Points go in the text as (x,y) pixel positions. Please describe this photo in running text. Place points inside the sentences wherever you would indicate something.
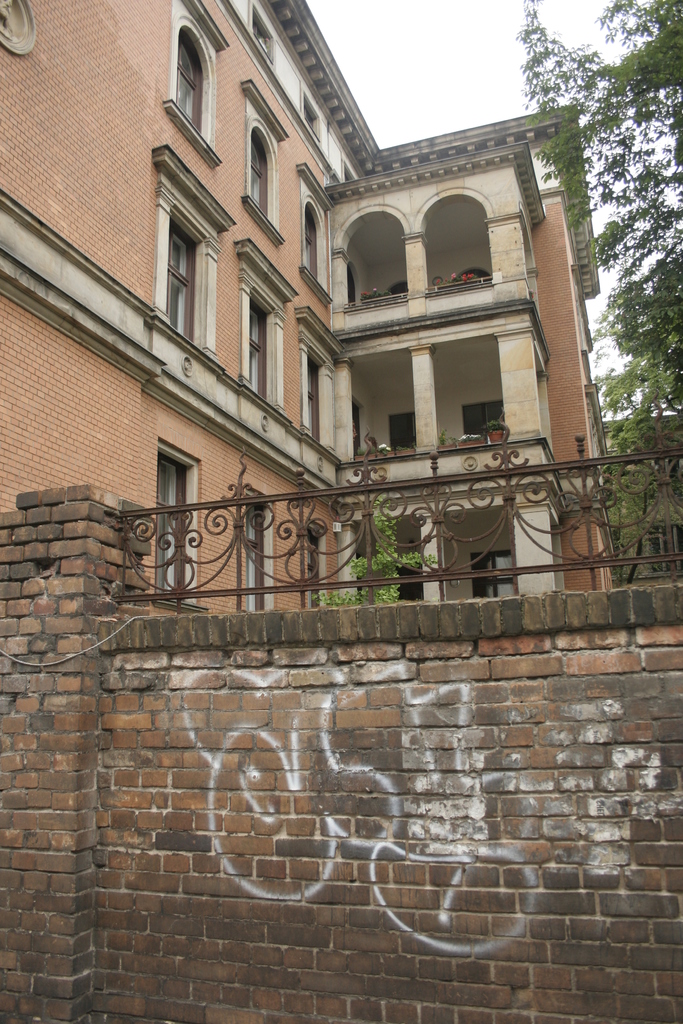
In front of the picture, we see a railing (198,596) and a wall (235,815) which is made up of bricks (429,787). Behind that, we see a building (194,499) which is made up of bricks (93,219). It has windows (266,392) and doors (476,573). On the right side (607,74), we see a tree (635,191). At the top of the picture (408,87), we see the sky (476,74).
